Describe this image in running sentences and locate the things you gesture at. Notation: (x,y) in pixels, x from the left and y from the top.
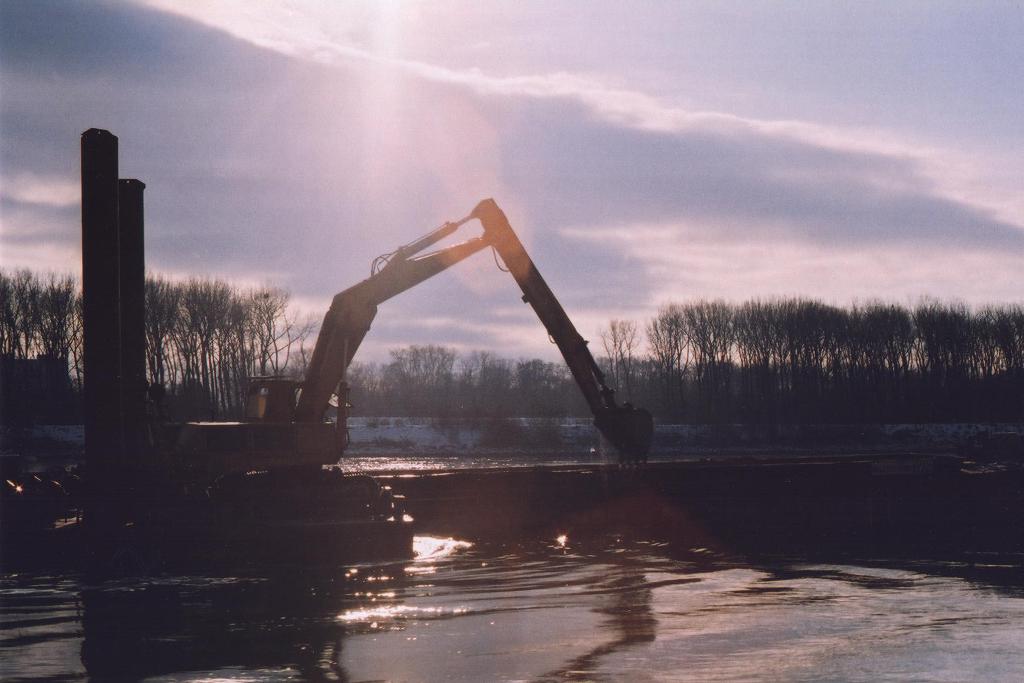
In the center of the image (533,298), we can see a crane (288,427) and in the background (825,386), there are trees (500,358). At the top (631,146), there are clouds (664,155) in the sky (681,265) and at the bottom (535,593), there is water (554,591).
